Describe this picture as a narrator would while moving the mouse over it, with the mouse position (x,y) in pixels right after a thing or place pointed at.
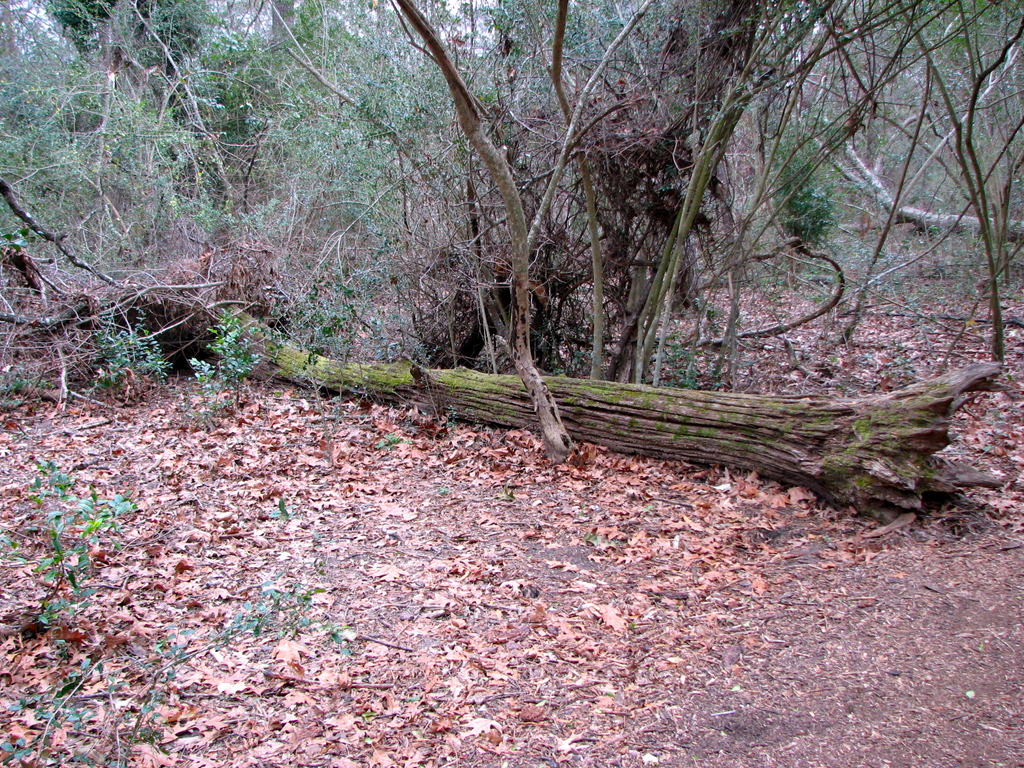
This is the picture of a place where we have some leaves (300,546), tree trunk (830,430) on the floor (457,486) and around there are some plants (488,361) and trees (44,102).
